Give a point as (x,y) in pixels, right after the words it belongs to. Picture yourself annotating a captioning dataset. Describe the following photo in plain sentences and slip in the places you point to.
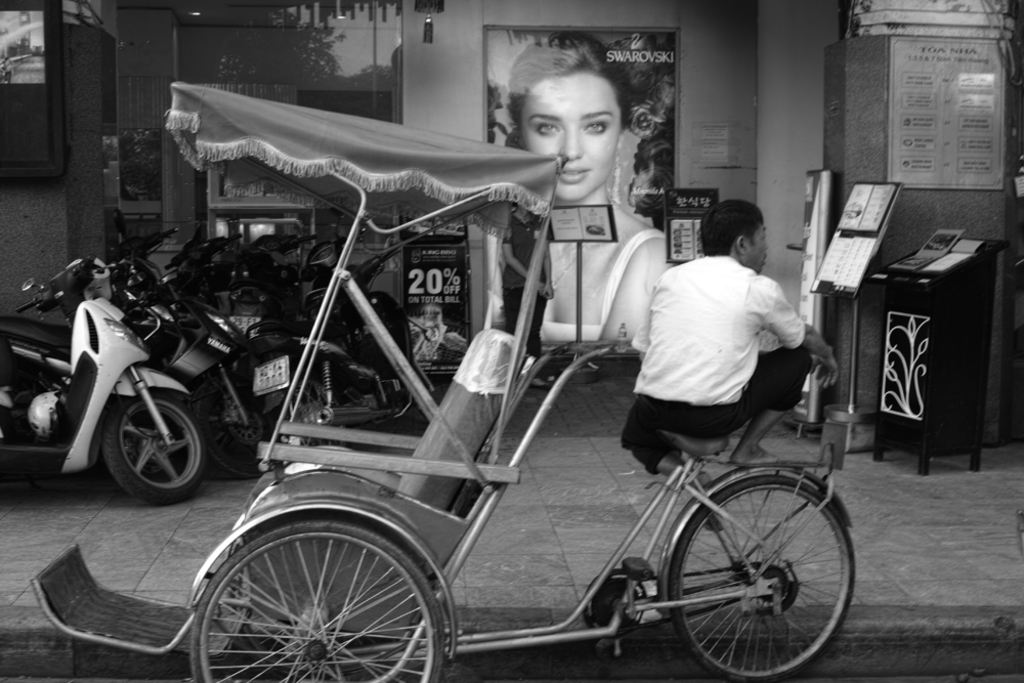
This black and white picture there is a vehicle (703,596). A person (701,423) is sitting on the seat (695,451) of the vehicle (666,611). There are few bikes (227,419) on the floor (419,425). Beside there is a banner (447,296). There are few poles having boards (837,283). There is a podium (952,330) having few objects (933,256) on it. Few posters (593,119) are attached to the wall (760,110).
